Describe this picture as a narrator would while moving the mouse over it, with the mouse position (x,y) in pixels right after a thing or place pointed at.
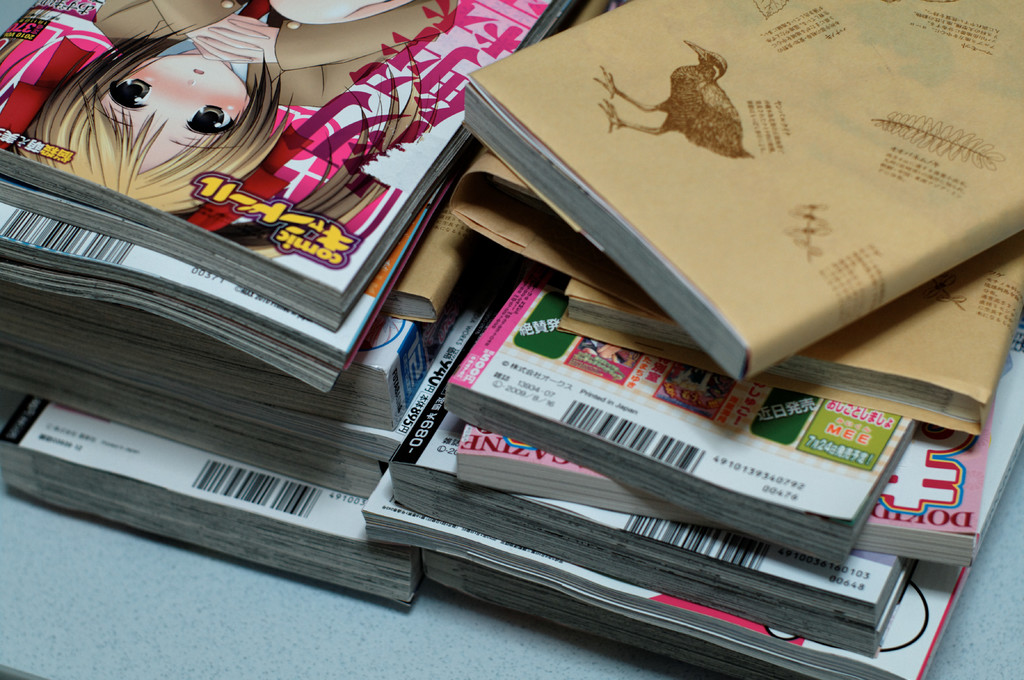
In this image I see number of books (539,289) and on this book (368,66) I see the cartoon character (261,123) of a girl (227,130) and I see something is written on few books (645,377) and I see the depiction of the bird (705,93) on this book (667,102).
